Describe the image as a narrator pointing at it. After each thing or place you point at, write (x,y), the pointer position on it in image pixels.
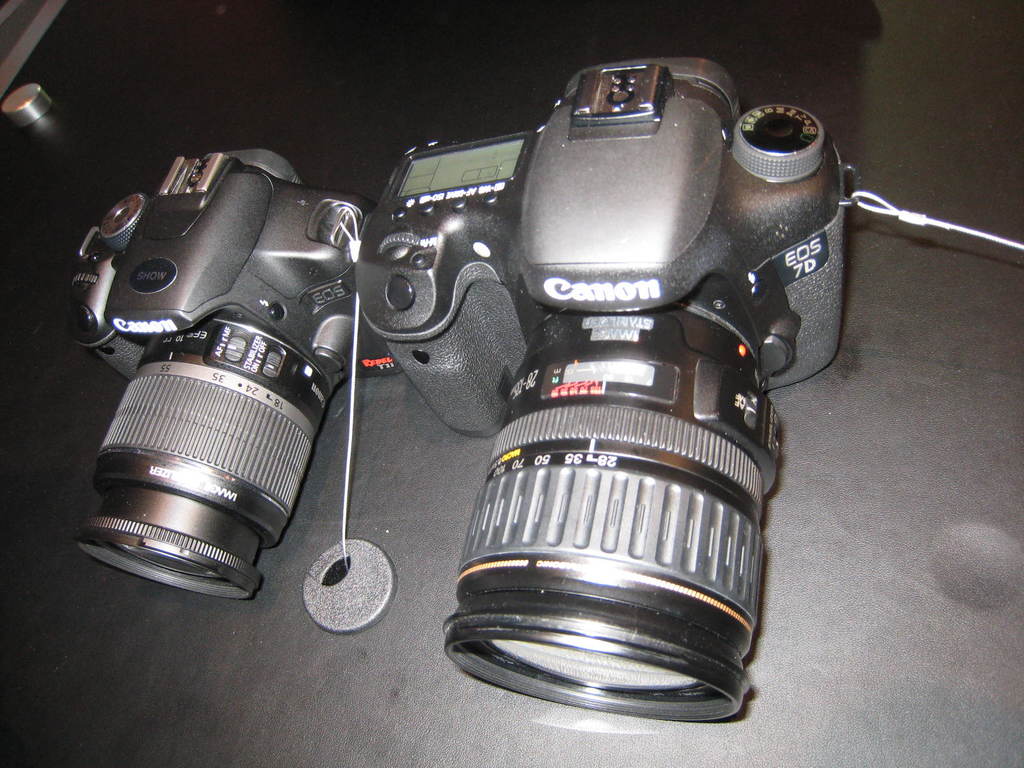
In this picture we can see two cameras (169,510) and an object (12,117) on a black surface (609,29).
